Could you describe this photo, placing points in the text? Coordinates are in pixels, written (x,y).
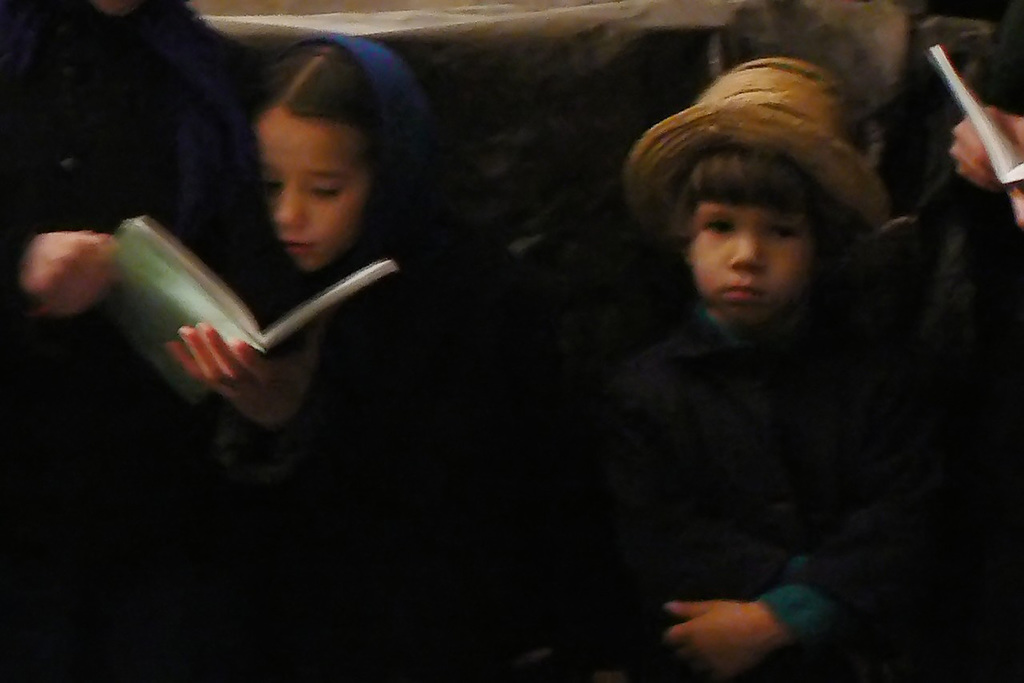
The picture is blurred. In the center of the picture (658,360) there two kids (726,355). On the right (961,139) there are people (1013,218) and there is a person (984,154) holding book (990,136). On the left (134,219) there is a person (99,94) holding book (249,330).
